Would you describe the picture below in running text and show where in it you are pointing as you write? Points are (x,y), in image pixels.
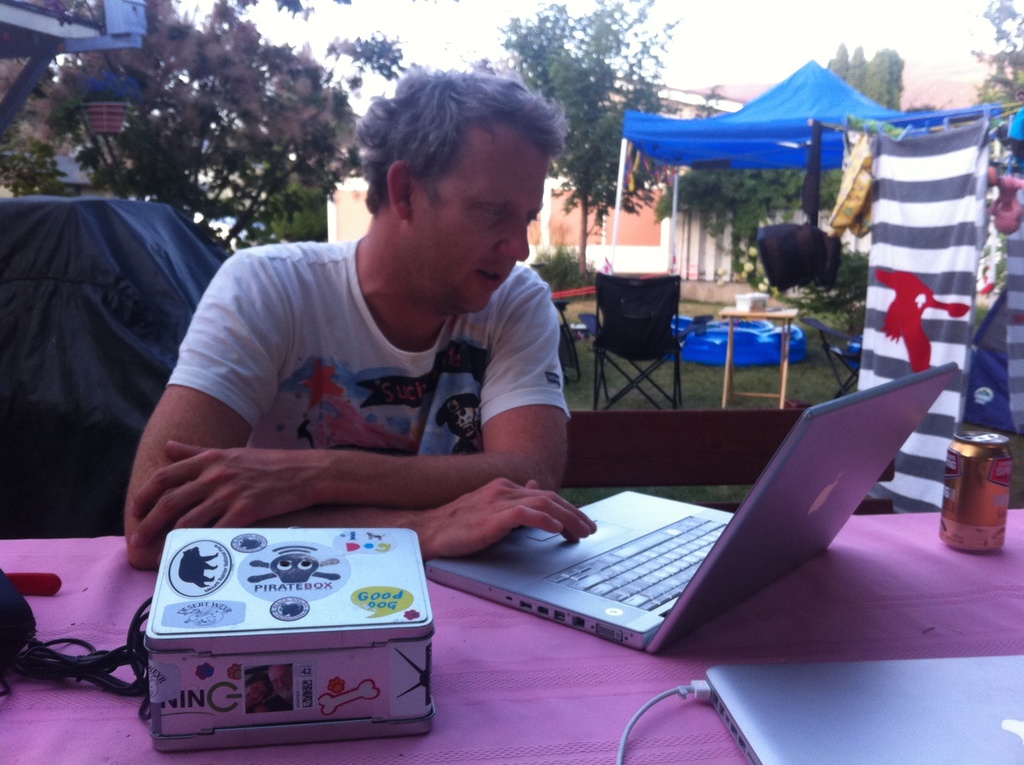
In this image i can see a person (511,439) sitting in front of a table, and on the table (890,623) i can see 2 laptops (612,641), a tin (963,539) and a box (274,617). In the background (743,151) i can see a tent (992,335), few clothes (879,271), a chair (667,313), trees (606,142) and the sky (418,34).
